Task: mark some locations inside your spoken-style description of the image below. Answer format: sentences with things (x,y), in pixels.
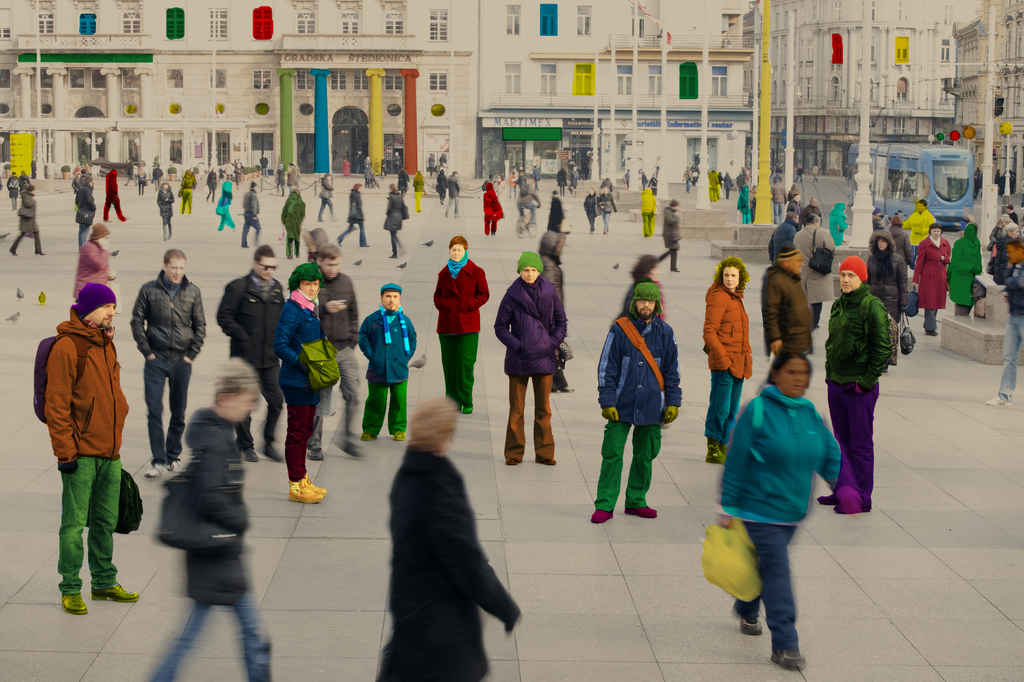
In this image we can see few persons (420,435) are standing and walking on the road (659,538) and among them few persons (289,358) are carrying bags (312,349) on their shoulders (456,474) and holding bags (332,364) in their hands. In the background (103,175) we can see few persons (392,184) are walking on the road (686,320), vehicle (898,204) on the right side (882,195), buildings (248,40), poles (702,187), windows (442,85), pillars (60,93), hoardings (547,126) on the walls (454,143) and other objects (19,163).
